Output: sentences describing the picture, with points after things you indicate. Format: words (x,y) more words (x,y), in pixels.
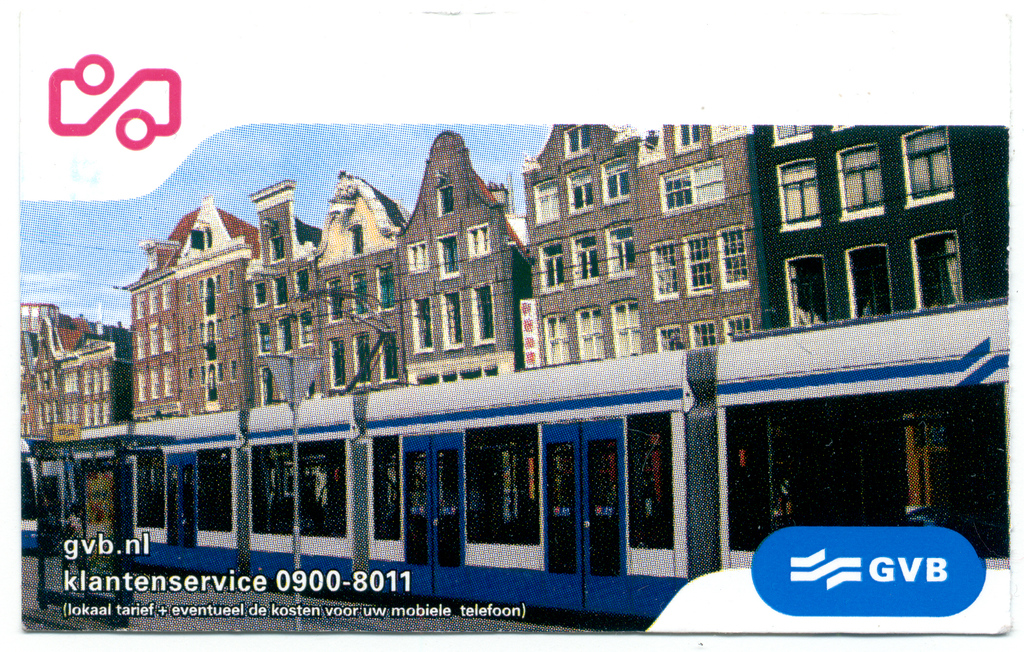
In this image I can see an edited image and I can see the building (459,316), train (878,438), pole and the sky (85,222).
